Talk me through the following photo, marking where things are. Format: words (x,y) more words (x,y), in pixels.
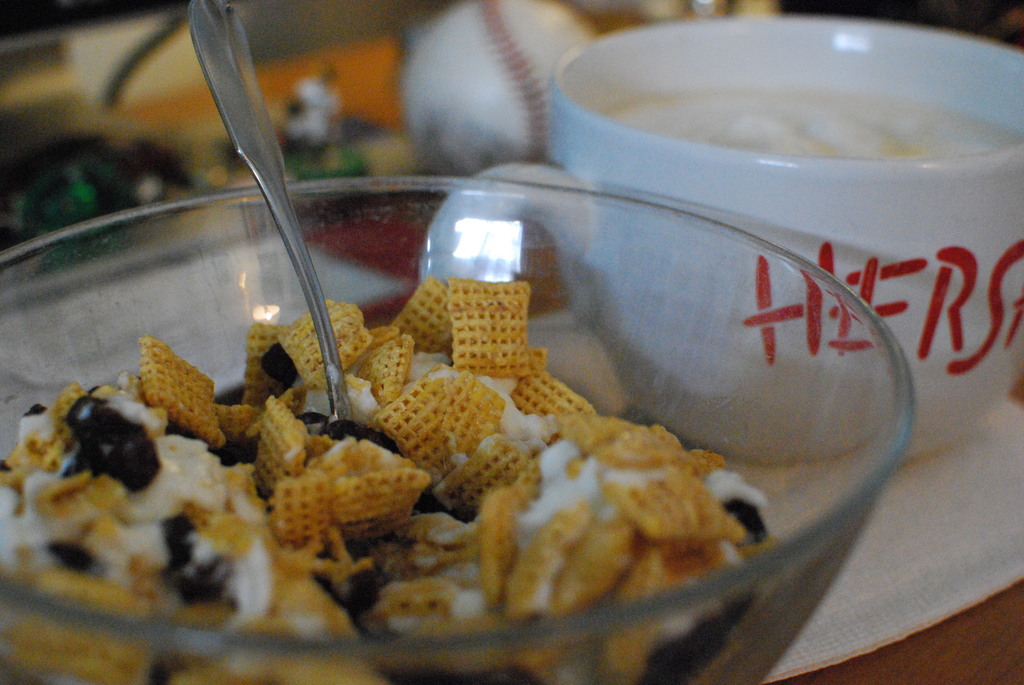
In this image there is a table (899,681), on that table (853,589) there are two bowls (716,216), in that bowls (657,217) there is a food item (516,499), in one bowl (320,231) there is a spoon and in the background (409,120) it is blurred.
